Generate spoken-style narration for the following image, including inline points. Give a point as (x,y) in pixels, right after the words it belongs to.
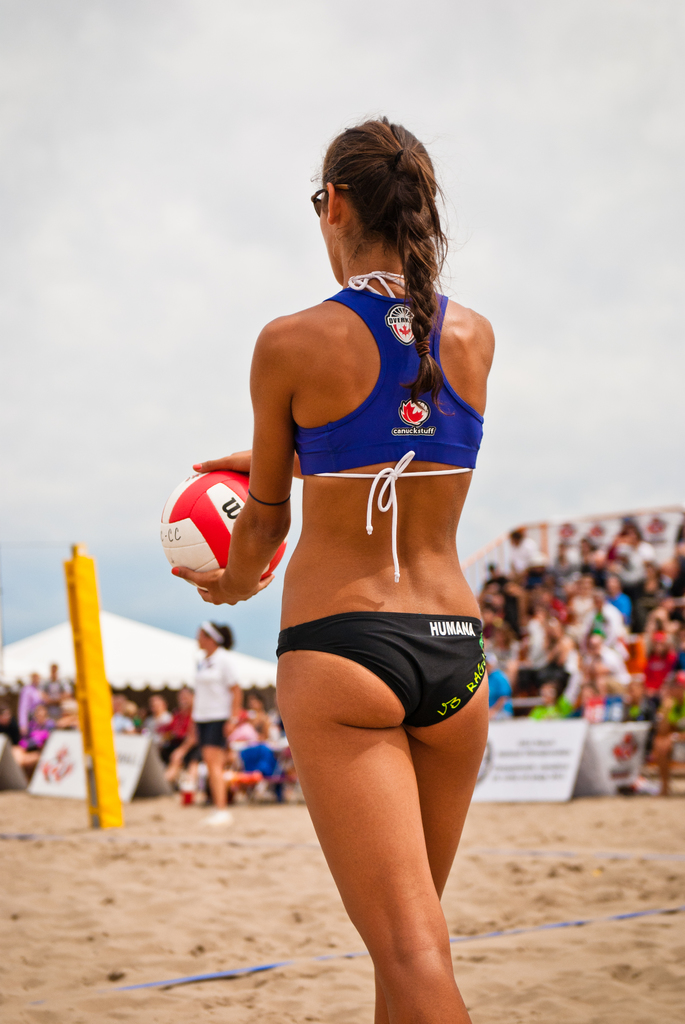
In the middle of the image (439,414) a woman (409,308) is standing and holding a ball (177,565). Behind her few people (635,683) are sitting and there are some banners (501,737). Bottom left side of the image (98,791) there is a pole (101,823) beside the pole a woman (211,782) is standing and watching. At the top of the image (345,122) there are some clouds (354,98).
